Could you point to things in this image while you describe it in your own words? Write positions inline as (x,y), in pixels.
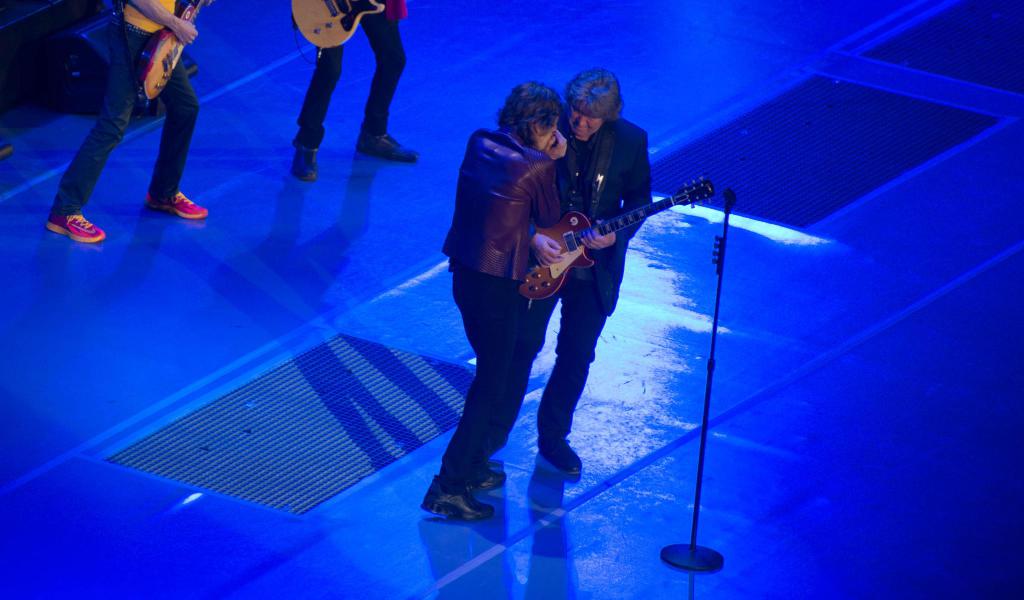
In this image, in the foreground (471,309) there are two people (467,295), one singing and another playing guitar (694,187).
